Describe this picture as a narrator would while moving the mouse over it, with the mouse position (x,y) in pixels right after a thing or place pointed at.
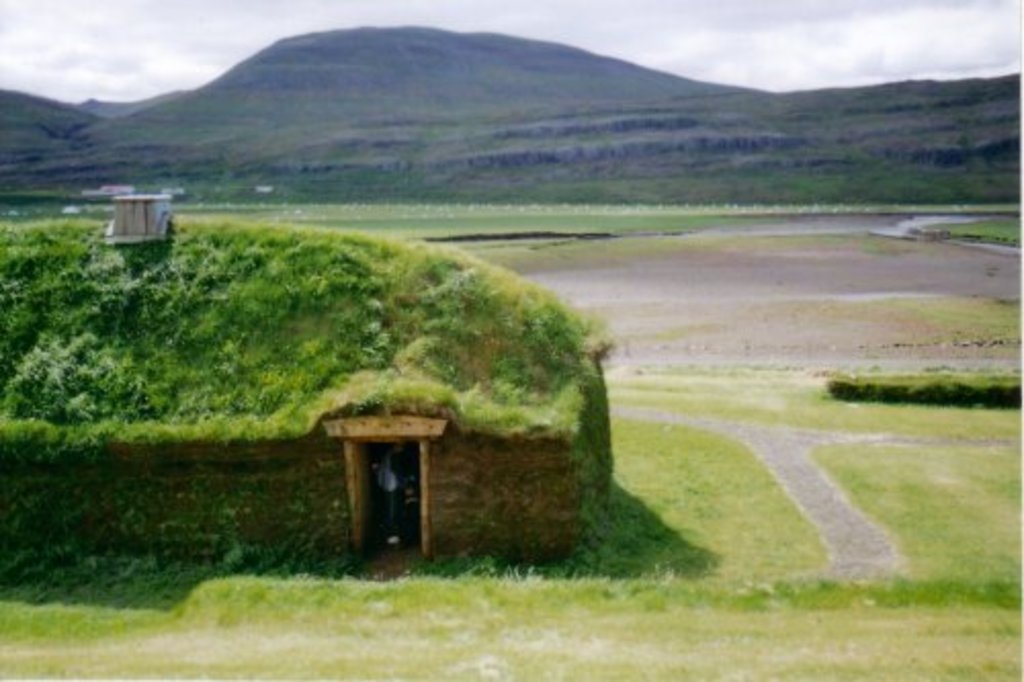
In this image there is grass (604,605) on the ground (780,602). To the left (195,493) there is a house (415,473). There are plants (166,348) on the roof (264,333) of the house (264,333). In the background (406,138) there are mountains (406,138). At the top (94,53) there is the sky (170,83).
